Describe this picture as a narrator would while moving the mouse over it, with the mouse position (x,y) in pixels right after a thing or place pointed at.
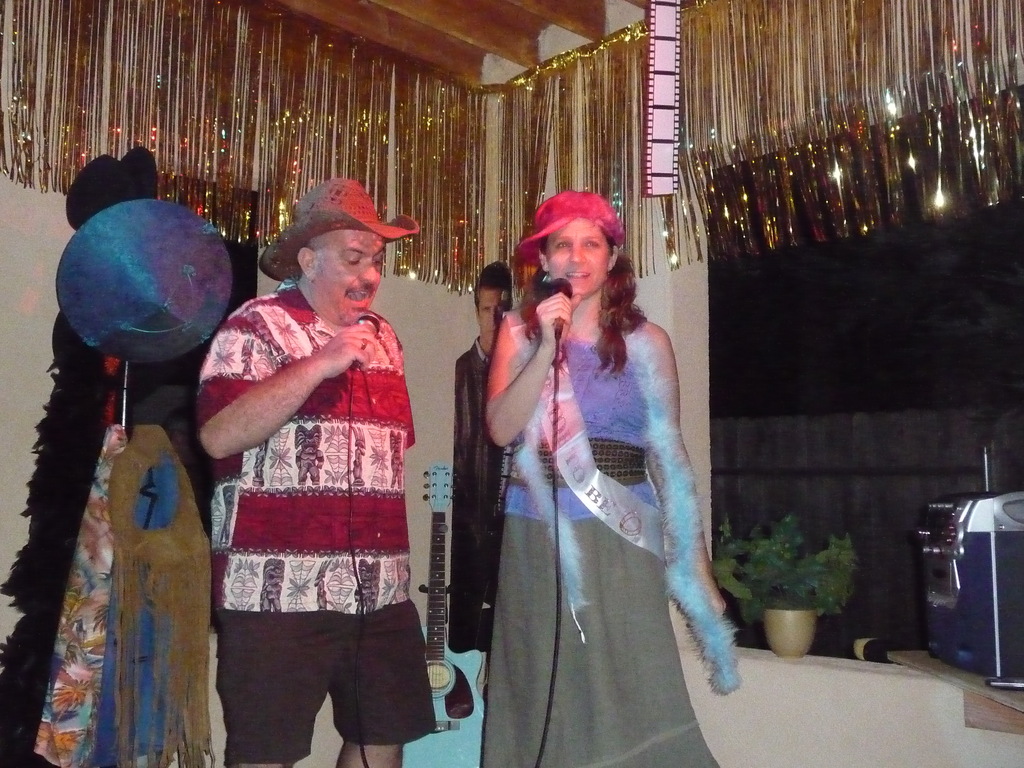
This image consists of two persons (675,494) singing. On the right (961,616), there is a music player (993,554). In the background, we can see the posters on the wall (38,280). In the middle (435,511), there is a guitar (456,702). At the top (936,44), we can see the decoration (715,118). On the left (115,299), we can see a headgear (143,324). The man (338,392) is wearing a hat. On the right (774,635), there is a potted plant (767,612).
